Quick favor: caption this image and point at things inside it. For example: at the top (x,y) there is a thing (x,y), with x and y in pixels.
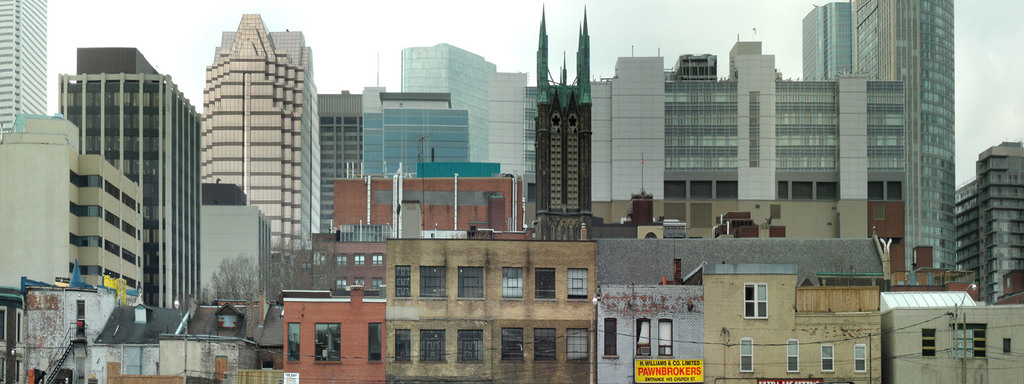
In this image, we can see buildings (526,262), towers (576,169), trees (286,280), poles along with wires (388,358), boards (699,368) and stairs (59,355). At the top (435,19), there is sky (453,22).
